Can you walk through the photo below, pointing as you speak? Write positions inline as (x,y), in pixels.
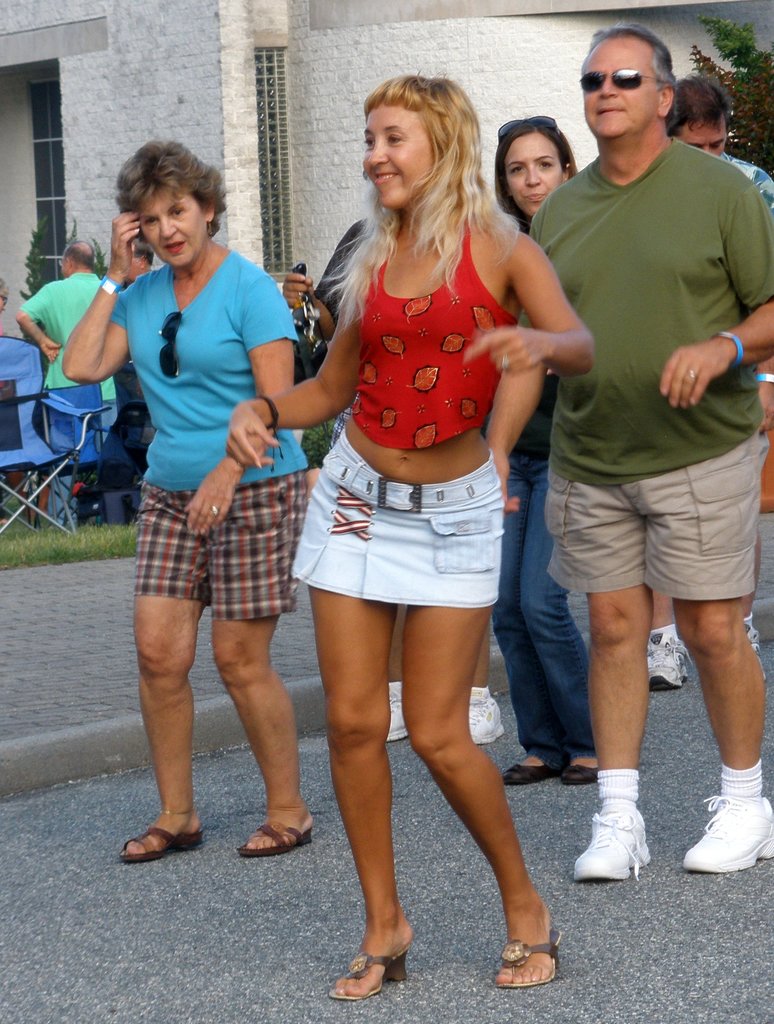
In this image I can see a woman (426,407) wearing red and white colored dress (426,413) and another woman (166,410) wearing blue colored dress (193,427) are standing on the ground (298,614) and in the background (204,90) I can see few other persons (615,427) standing, some grass (27,558), few trees (30,267) and the building (196,81) which is cream in color.
